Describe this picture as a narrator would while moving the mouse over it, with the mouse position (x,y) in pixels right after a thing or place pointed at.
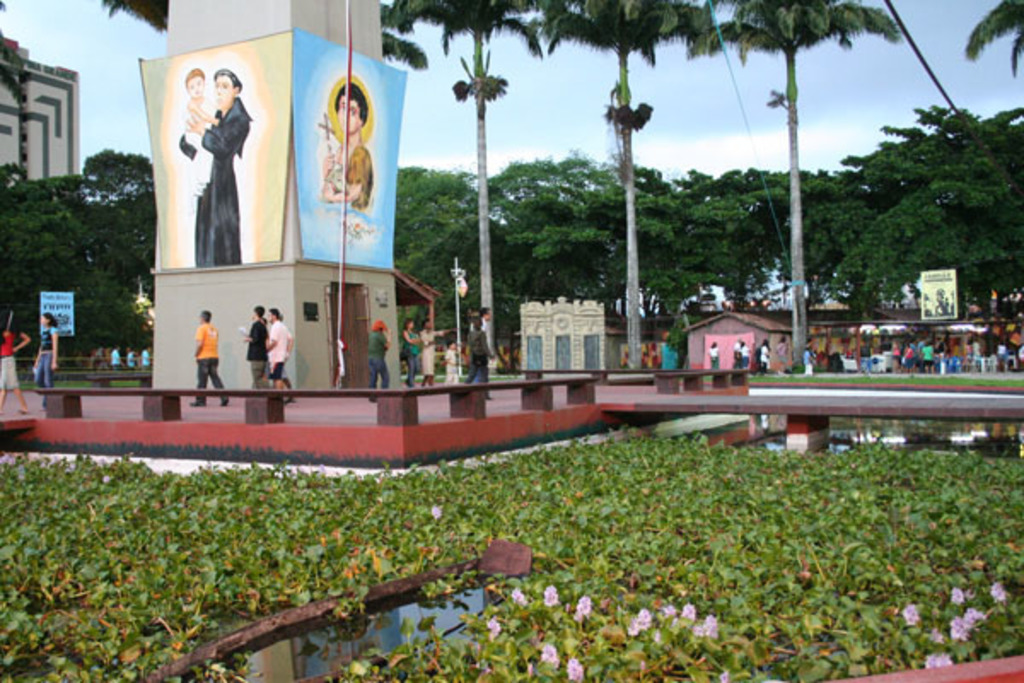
In this image I can see at the bottom (659,552) there are flowers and plants (616,573). On the left side (245,132) there are paintings (337,135) on the wall (325,117). In the middle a group of people (47,344) are there, at the back side (464,320) there are trees (1011,127) and buildings (702,331), at the top (737,112) it is the sky (717,120).
